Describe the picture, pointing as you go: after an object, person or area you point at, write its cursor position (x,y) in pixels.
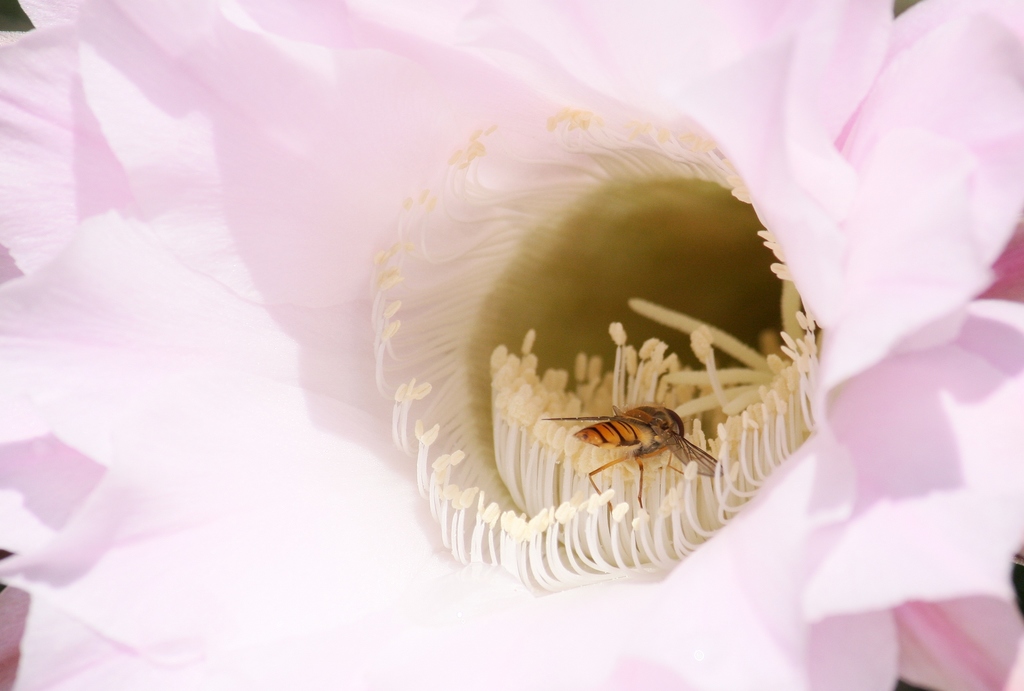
In this image there is a flower (316,516) which is in pink color. In the center (648,419) we can see a fly (628,441) on the flower (589,484).
